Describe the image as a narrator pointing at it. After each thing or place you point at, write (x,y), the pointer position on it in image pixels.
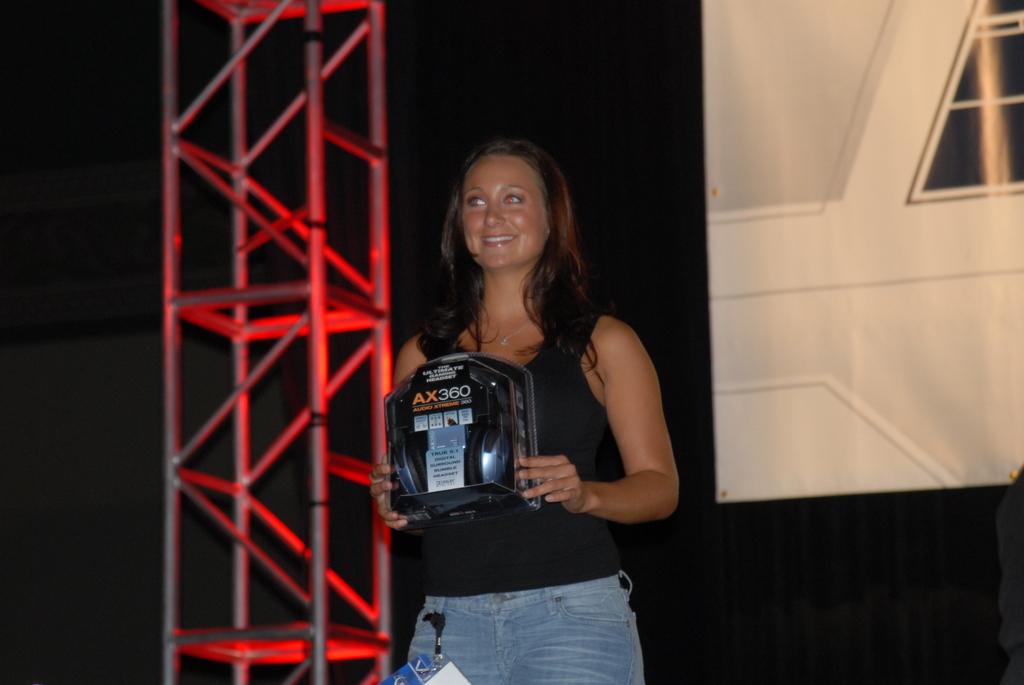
A woman (525,332) is standing wearing a black t shirt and holding an object (452,447). There is a black background (121,143).
